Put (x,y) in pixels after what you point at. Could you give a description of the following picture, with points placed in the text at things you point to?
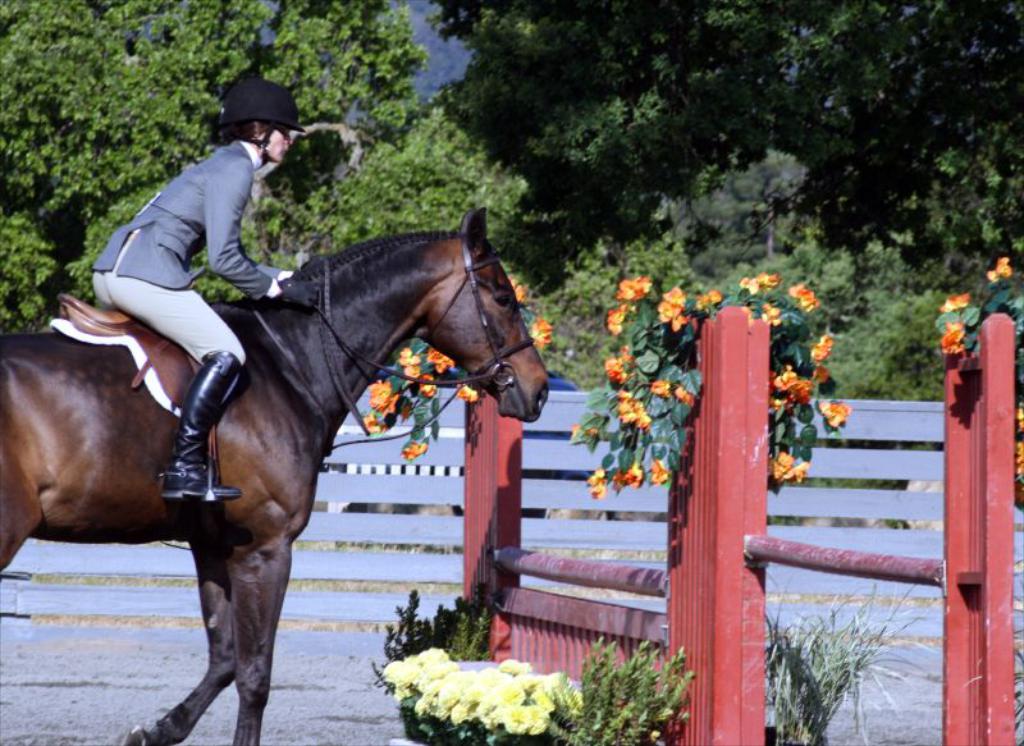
In the picture we can see a woman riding a horse (19,364), the horse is brown in color with belts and woman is with black cap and black shoes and in front of the horse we can see a red color railing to it, we can see some flowers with plants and beside the horse (160,733) we can see railing (934,548) and behind it we can see many plants (406,161) and trees (129,129).
